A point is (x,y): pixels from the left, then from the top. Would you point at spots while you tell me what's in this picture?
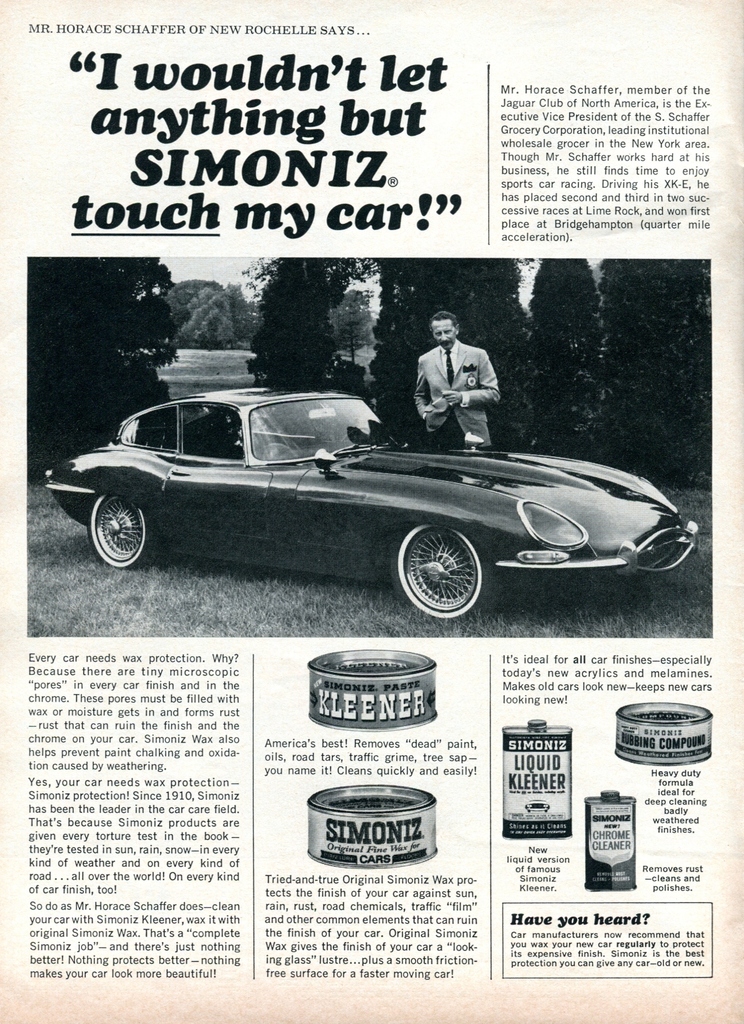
It is a poster (457,416). In this image there is a person (457,416) standing behind the car (465,574). At the bottom of the image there is grass (321,605) on the surface (205,607). In the background of the image (283,369) there are trees (596,354). There is text (411,770) and some objects (422,807) on the image.
